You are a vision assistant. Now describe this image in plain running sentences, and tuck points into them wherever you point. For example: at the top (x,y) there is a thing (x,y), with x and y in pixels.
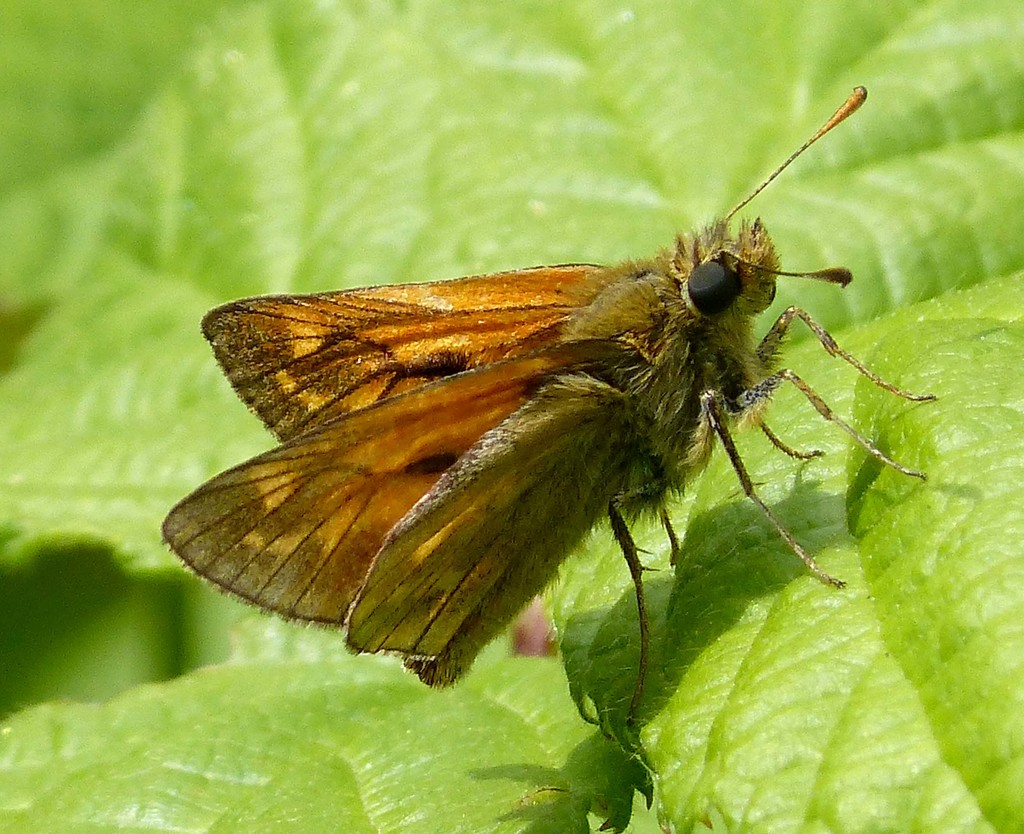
In this image we can see some leaves (611,182), there is an insect (621,392) on a leaf (848,330), and the background (319,198) is blurred.
